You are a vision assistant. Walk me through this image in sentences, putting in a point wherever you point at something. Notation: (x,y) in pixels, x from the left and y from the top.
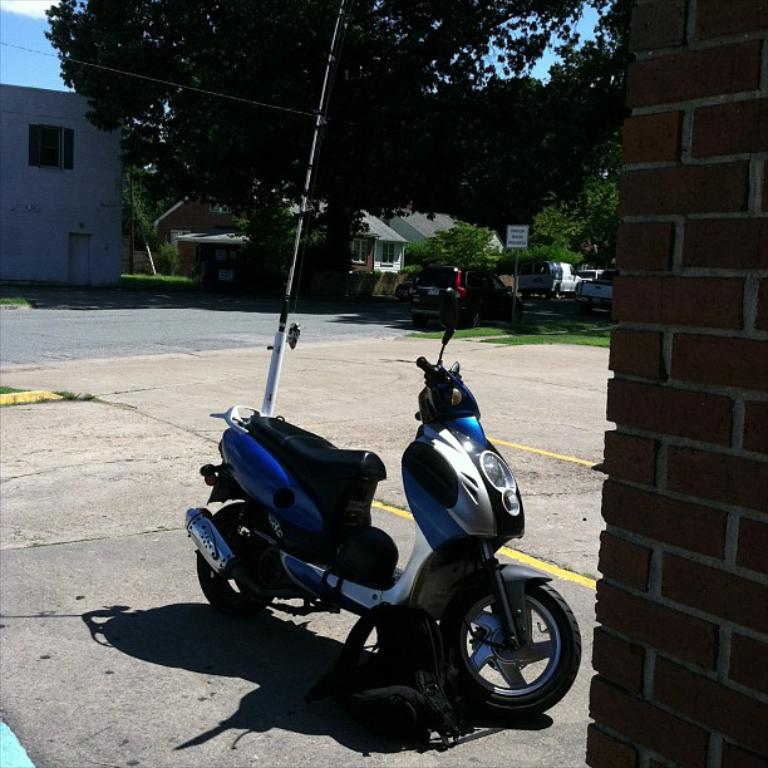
In the picture we can see a moped bike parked near the brick wall (659,372) and behind the bike (359,495), we can see the pole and opposite side, we can see a part of the wall (75,163) with a window (51,168) and beside it, we can see a tree (293,176) and some plants (459,263) and from the tree (336,130) we can see the part of the sky (34,81).
